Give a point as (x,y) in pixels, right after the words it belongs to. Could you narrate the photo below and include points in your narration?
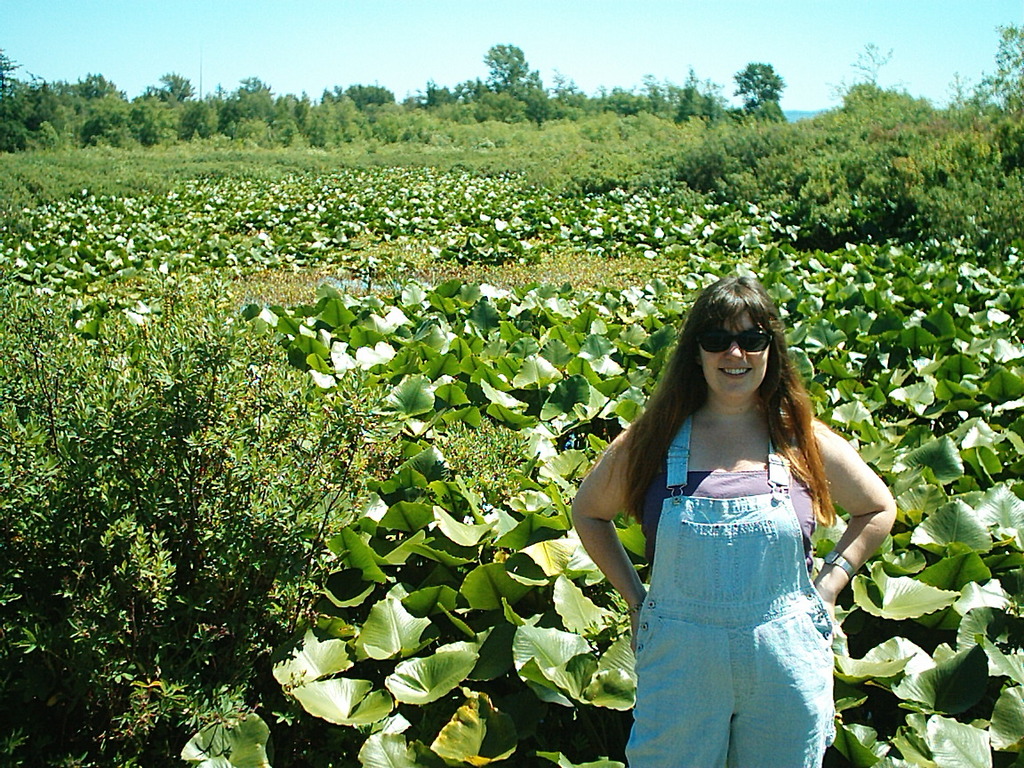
On the right side of the image (738,491) there is a lady (743,425) with goggles (710,335) is standing. Behind her there are many plants (624,287) and trees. At the top of the image (262,44) there is a sky (519,44).
